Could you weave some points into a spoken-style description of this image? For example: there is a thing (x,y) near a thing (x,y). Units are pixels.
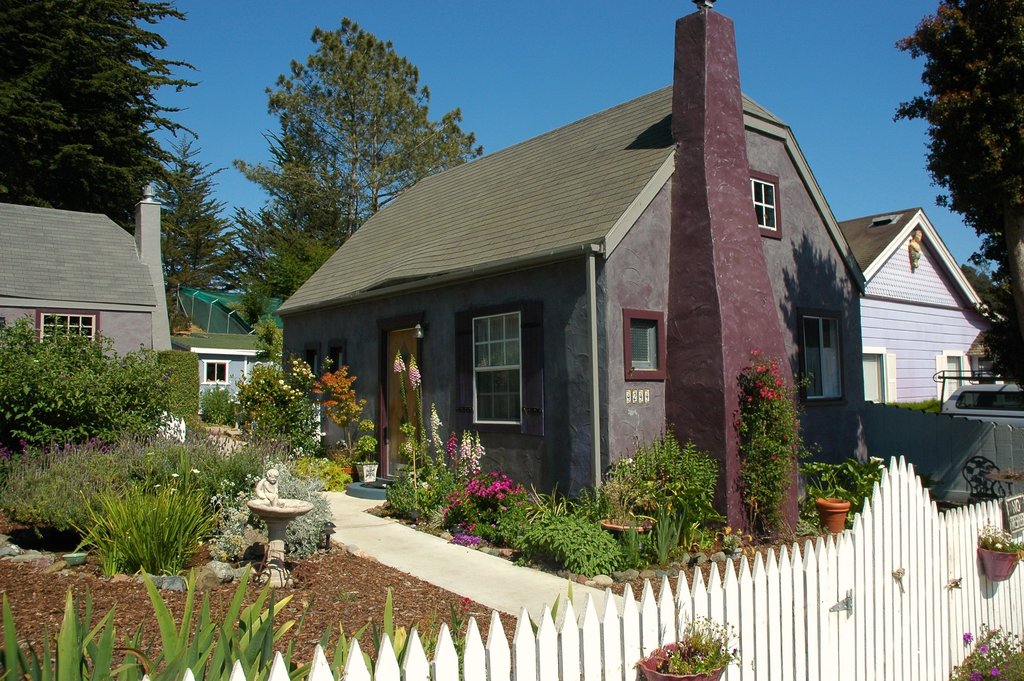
In this picture we can see plants (606,546), flowers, pots (1003,559), picket fence (638,655) and statue (257,487) on the platform (268,535). We can see trees (248,173), houses (83,214), pillar (679,190) and vehicle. In the background of the image (489,70) we can see the sky (479,73).
